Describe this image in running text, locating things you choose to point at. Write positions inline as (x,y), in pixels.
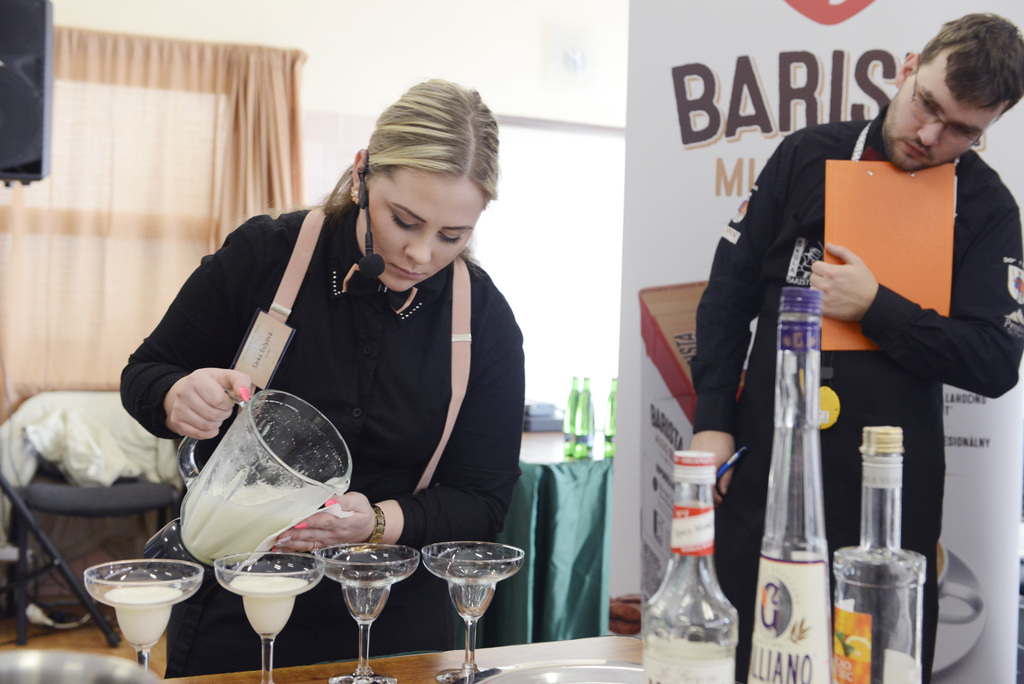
In this image we can see a man (736,222) and a woman (479,424) standing on the floor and one of them is holding a jug (223,534) in the hands (355,495) and a table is placed in front of them. On the table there are beverage (275,590) in the tumblers (492,589) and beverage bottle (672,592). In the background (251,111) there are curtains (158,126) to the windows (158,126).
